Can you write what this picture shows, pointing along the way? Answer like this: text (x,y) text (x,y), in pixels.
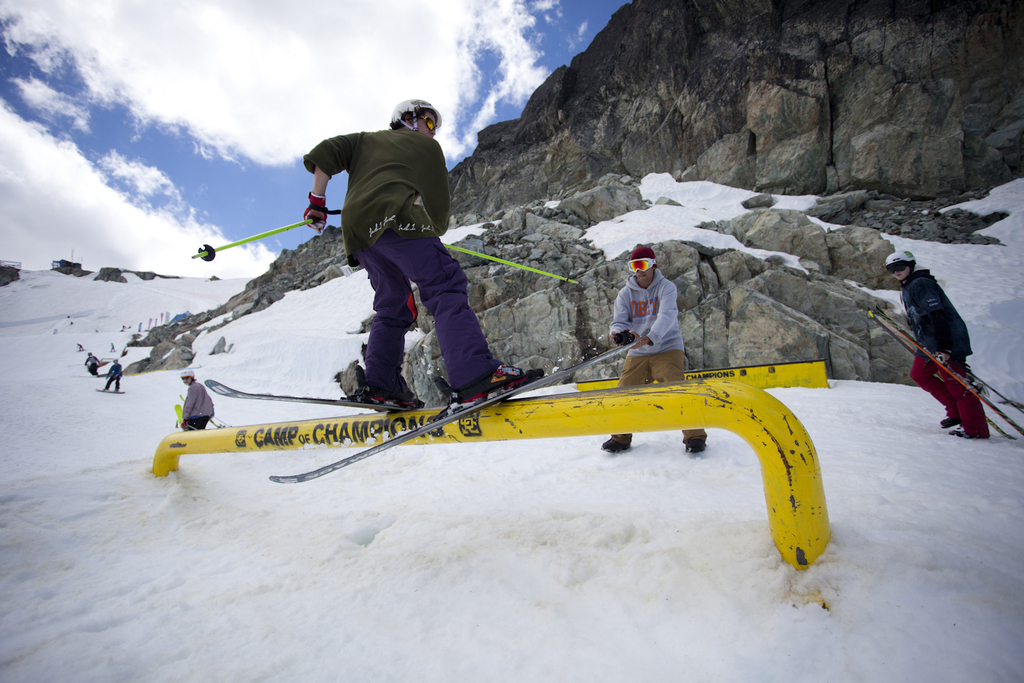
There are many persons (664,317) playing with the snow (146,596). This is the snow (88,562) which is in white color. This is a rock mountain (670,60) and the cloudy sky (121,135).
